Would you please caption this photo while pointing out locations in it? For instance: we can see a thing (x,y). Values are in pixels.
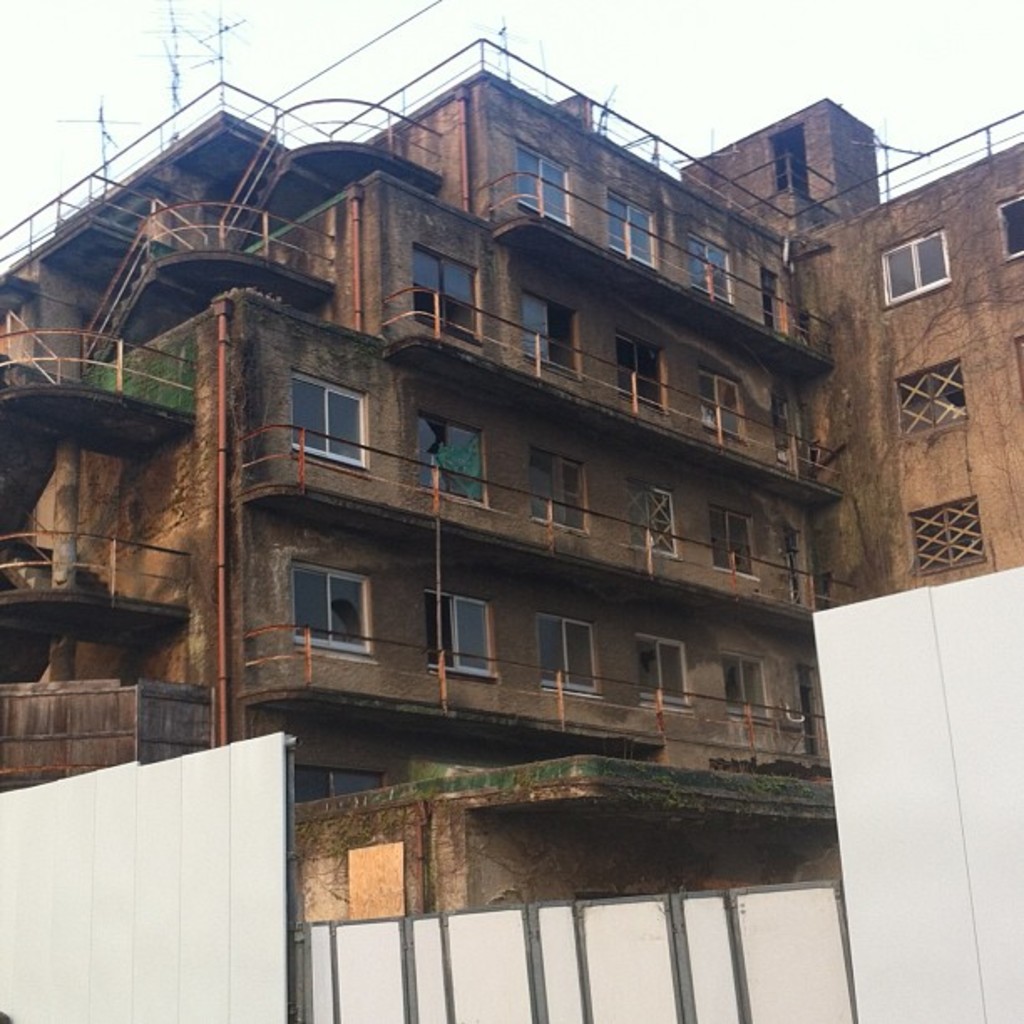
In this image we can see building (115,454) with windows (308,385). At the bottom of the image (630,948) there is gate (734,949). There is fencing (918,856). At the top of the image (634,35) there is sky (520,18).
